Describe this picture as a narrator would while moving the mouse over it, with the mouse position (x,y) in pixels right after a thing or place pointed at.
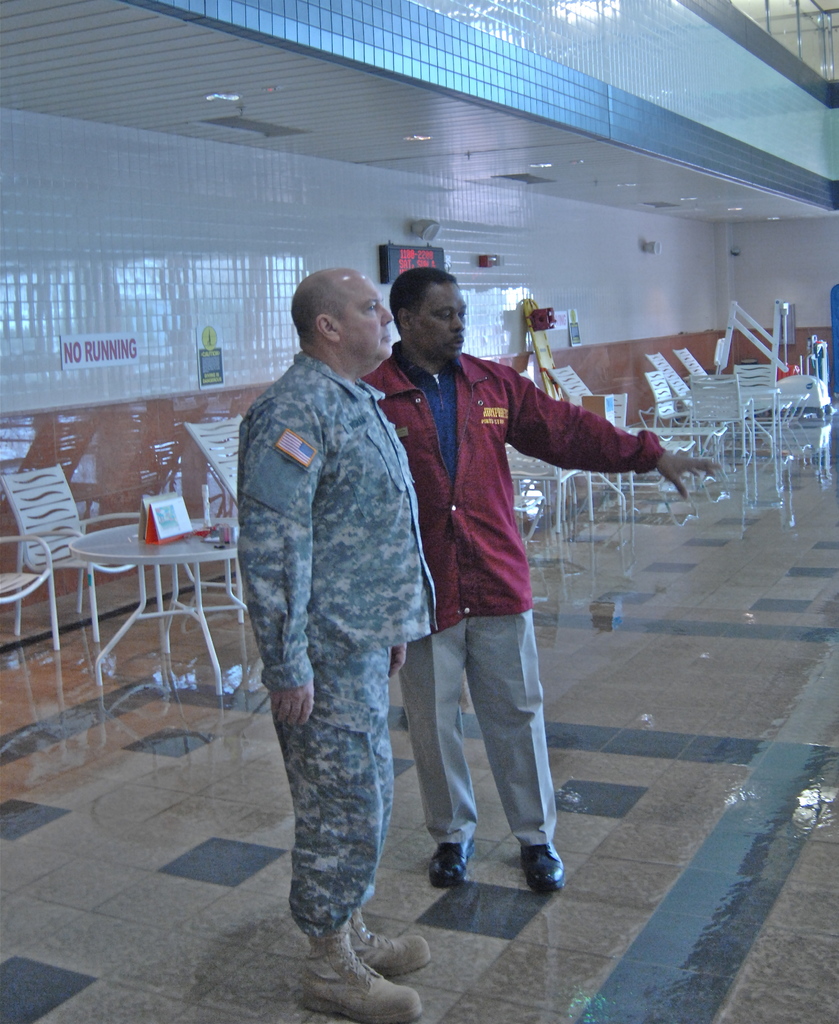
In this image I can see two men (318,287) are standing I can also see he is wearing a uniform (265,543). In the background (79,550) I can see few chairs (757,393) and few tables (237,612).
